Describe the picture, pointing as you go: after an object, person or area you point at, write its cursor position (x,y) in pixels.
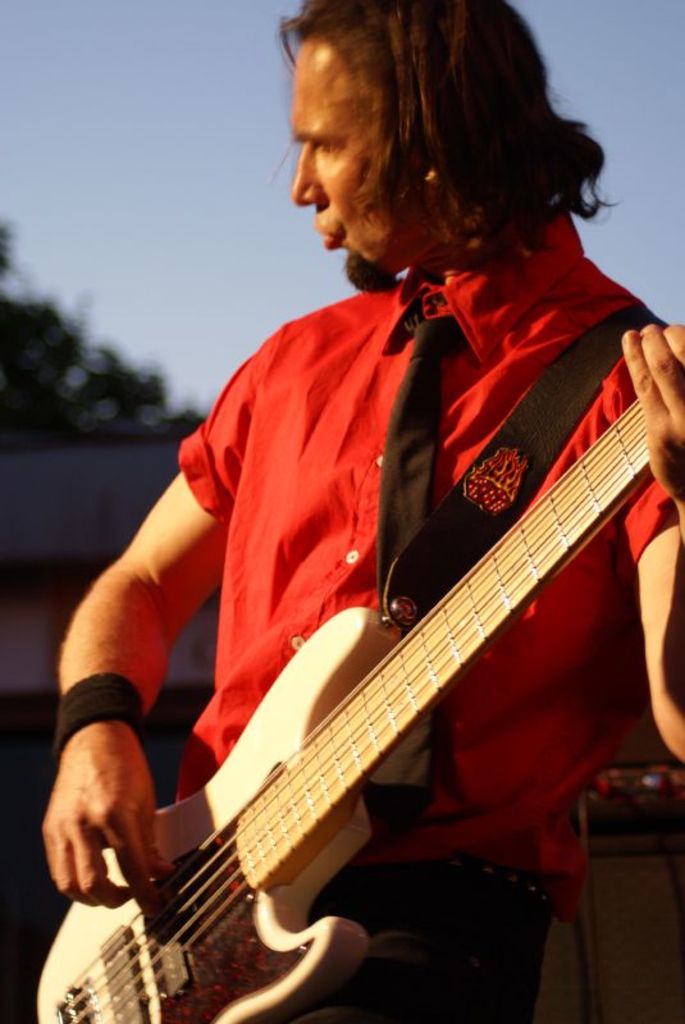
In this image I can see a person (418,736) holding the guitar (261,742). In the background (137,240) there is a sky (161,272).
